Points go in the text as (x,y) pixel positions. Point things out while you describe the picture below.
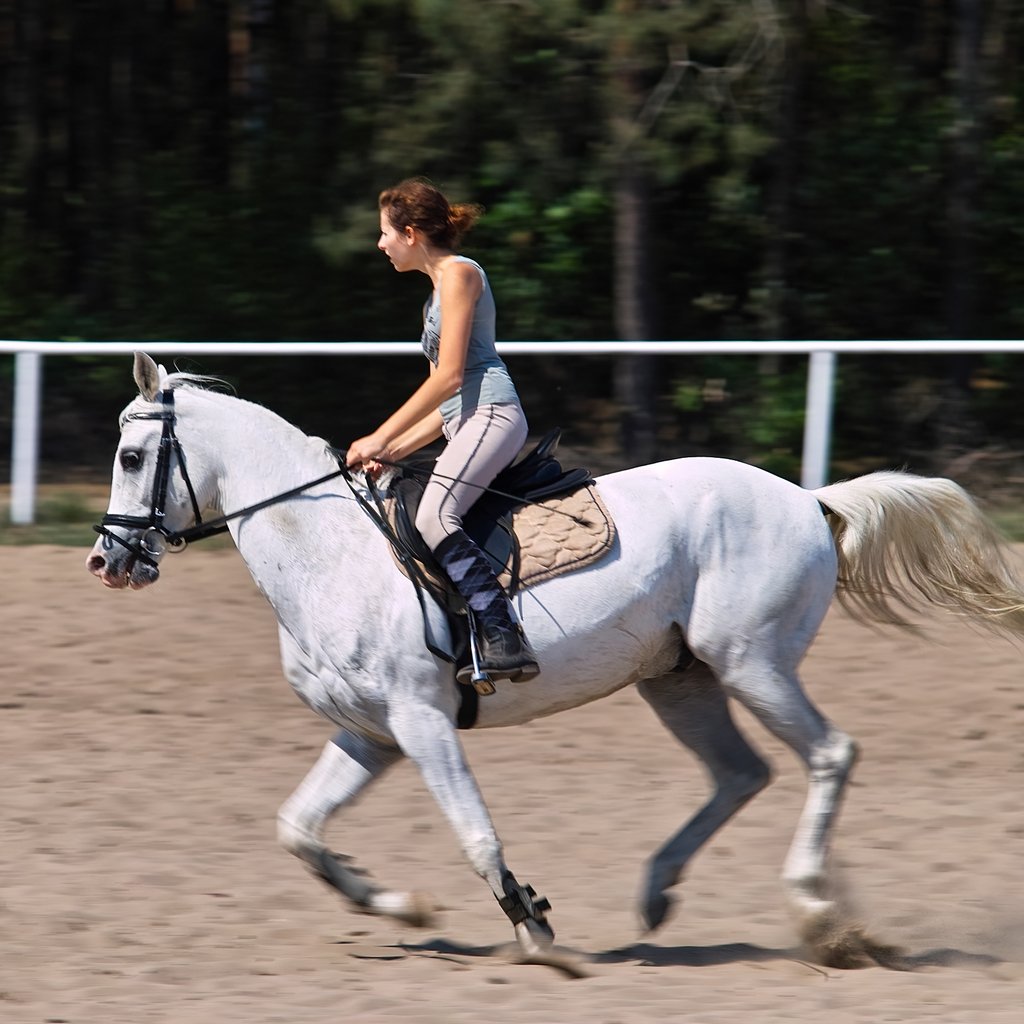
Here we can see a woman (454,389) on the horse (350,579), and it is running on the sand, and here is the fencing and here are the trees (522,62).
